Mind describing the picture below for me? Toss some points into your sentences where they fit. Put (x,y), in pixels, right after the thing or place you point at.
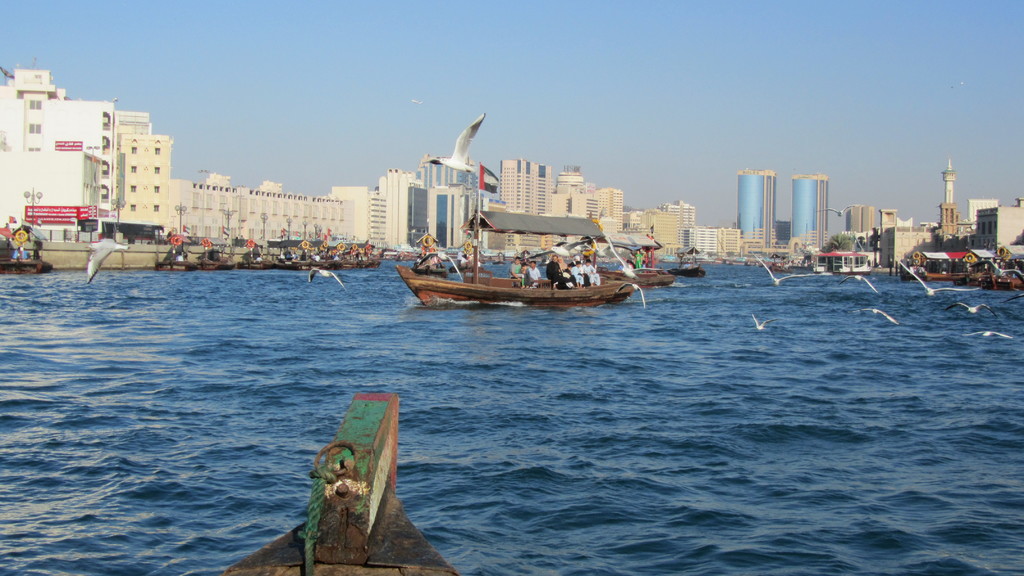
This image consists of boats (250,569). At the bottom (287,430), there is water (729,364). In the front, we can see birds (118,247) flying in the air (1019,187). In the background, there are buildings (18,78) and skyscrapers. At the top (256,96), there is sky (549,92).
